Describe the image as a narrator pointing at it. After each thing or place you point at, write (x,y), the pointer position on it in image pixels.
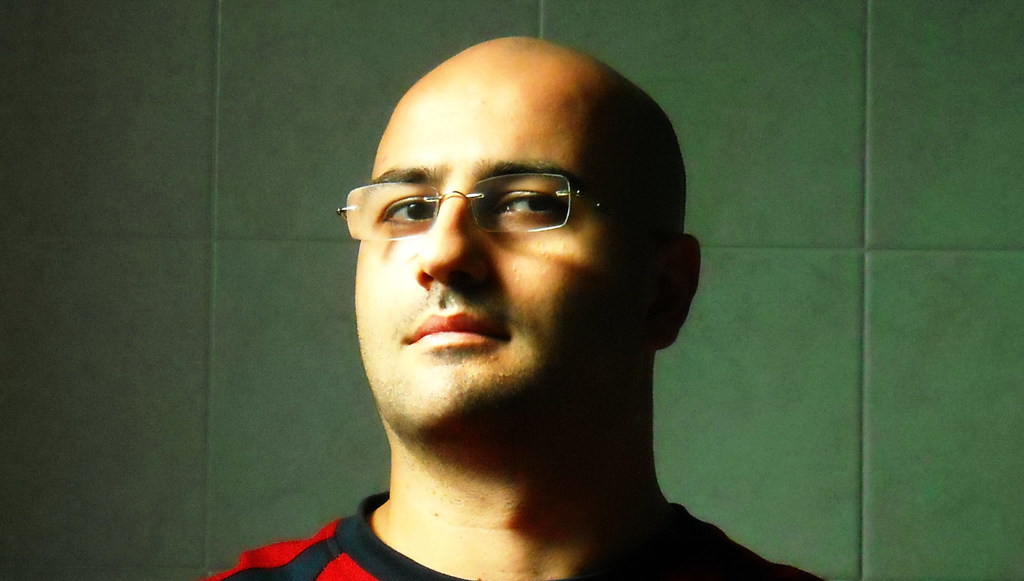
There is a man (581,438) wore spectacle (558,189), behind this man (574,203) we can see wall (257,53).
